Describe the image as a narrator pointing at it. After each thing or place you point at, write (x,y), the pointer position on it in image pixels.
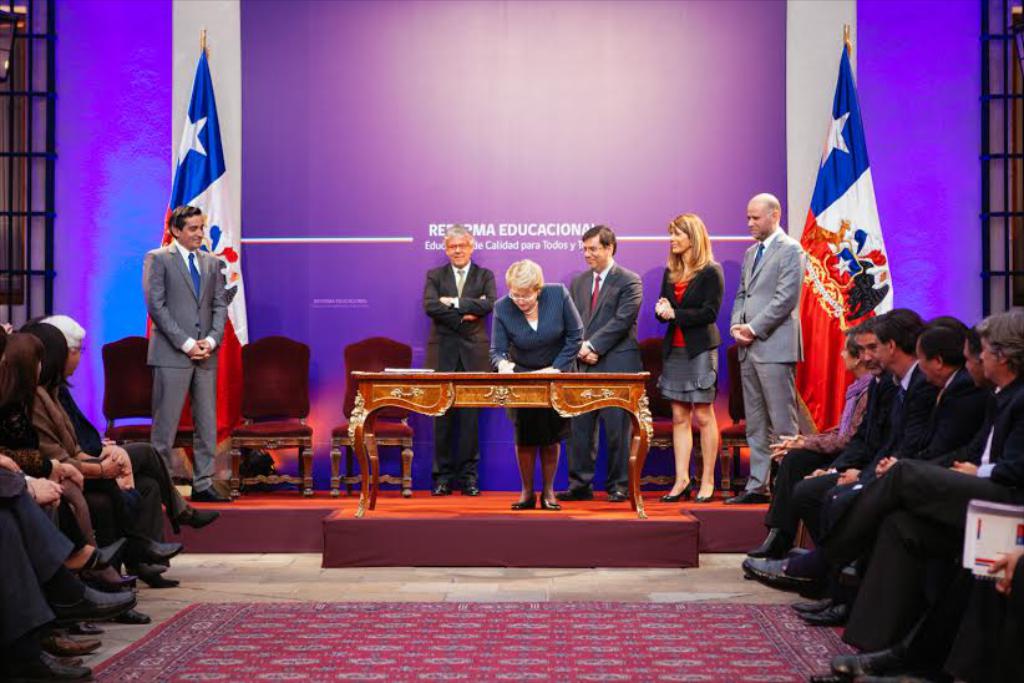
In the center of the image (628,344) we can see people (578,360) standing on the dais (536,506), before them there is a table (520,372). At the bottom (171,523) there are people (886,464) sitting and we can see a carpet (436,633). There are chairs (651,391) and we can see flags (829,207). In the background (617,187) there is a board (515,162).
